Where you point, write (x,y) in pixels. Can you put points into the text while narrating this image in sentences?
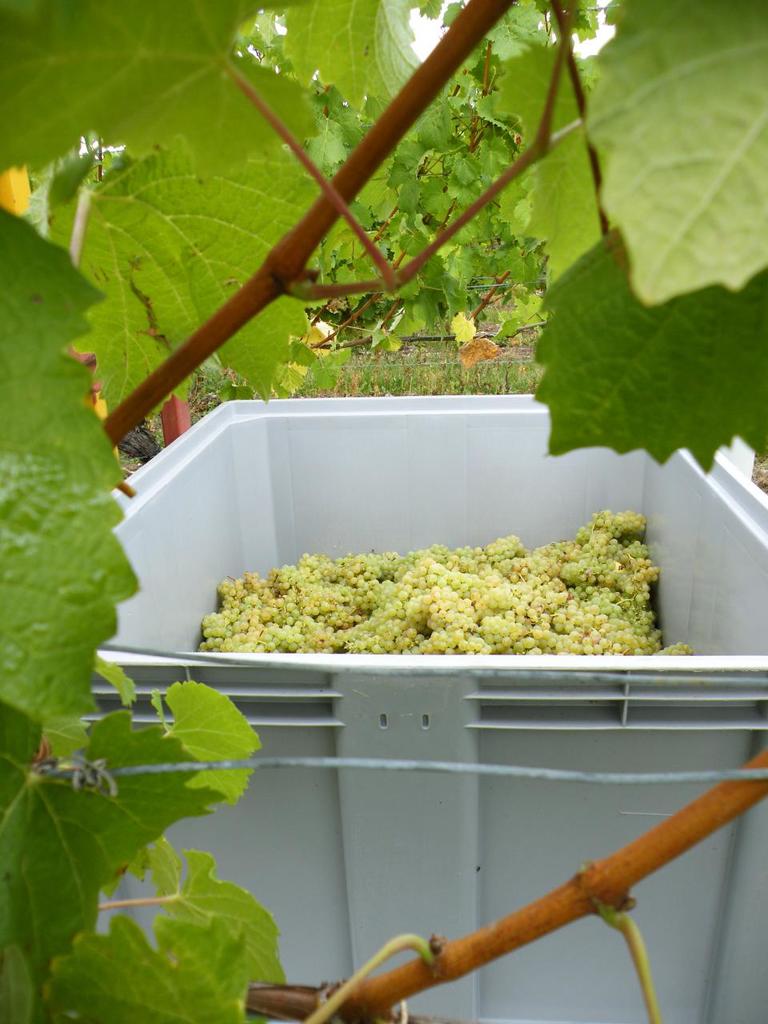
In this image we can see some leaves (31,312) and there is white color tray (217,843) in which there are some grapes (391,577) which are of green and yellow color and at the background of the image (378,302) there are some other trees (310,357).
